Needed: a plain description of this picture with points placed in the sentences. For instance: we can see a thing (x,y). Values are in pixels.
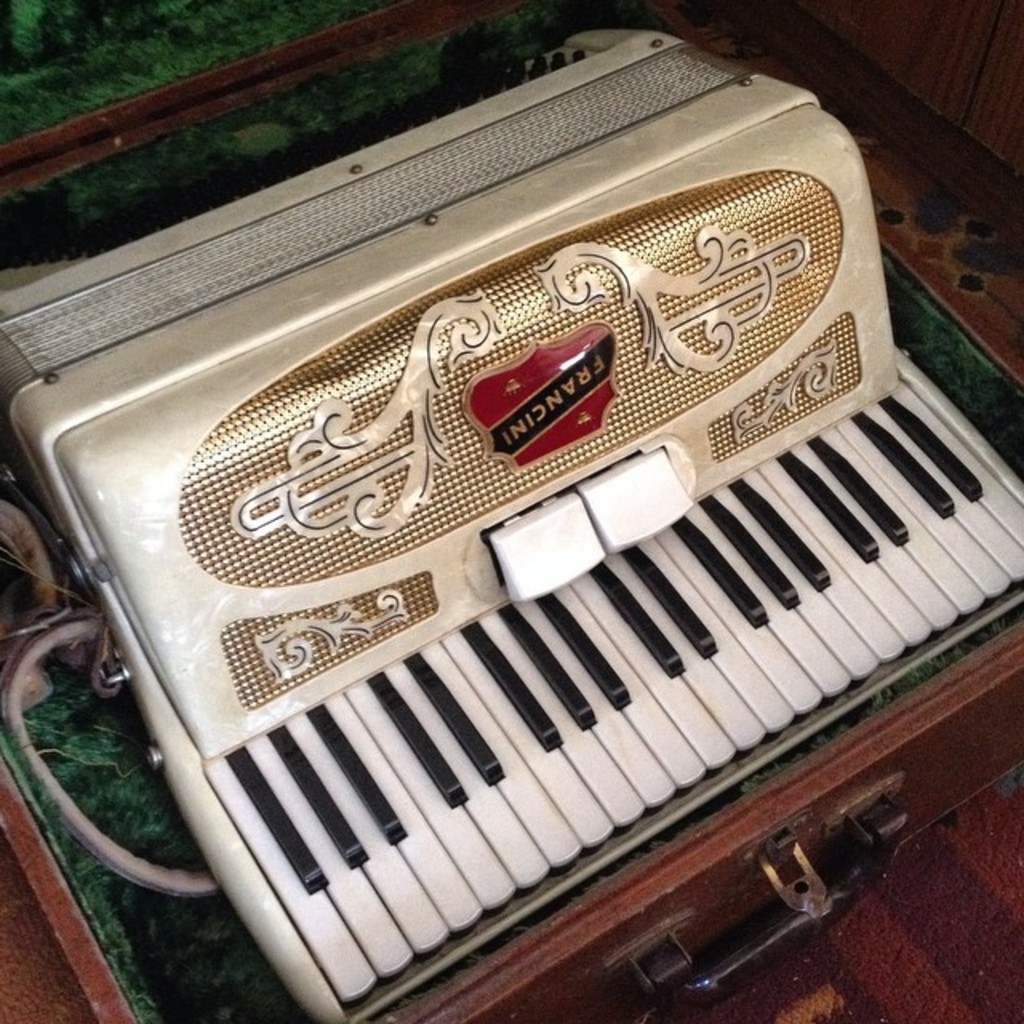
Here we can see an accordion (540,246), and black and white keys (616,587) on it and it is in a case (685,965).
